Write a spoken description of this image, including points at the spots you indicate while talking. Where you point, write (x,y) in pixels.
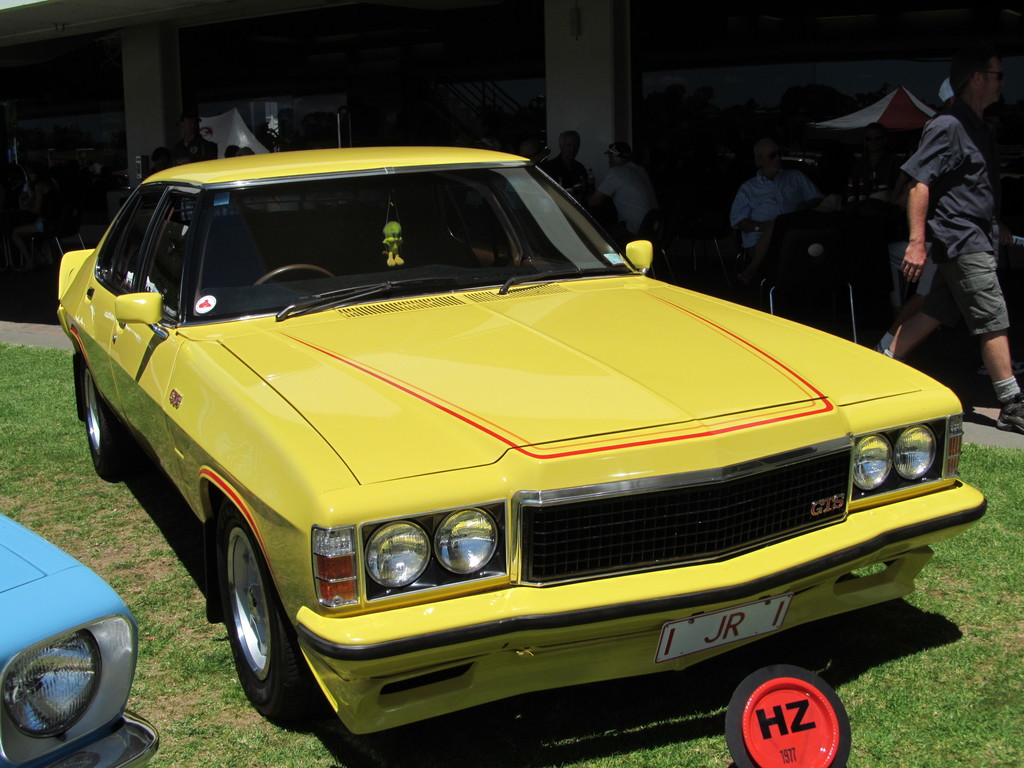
In this image there are cars (438,555) on the ground (196,689). Beside the cars (711,375) there are people (782,198) sitting on the chair (815,269). At the back side (416,58) there is a building (659,49).
